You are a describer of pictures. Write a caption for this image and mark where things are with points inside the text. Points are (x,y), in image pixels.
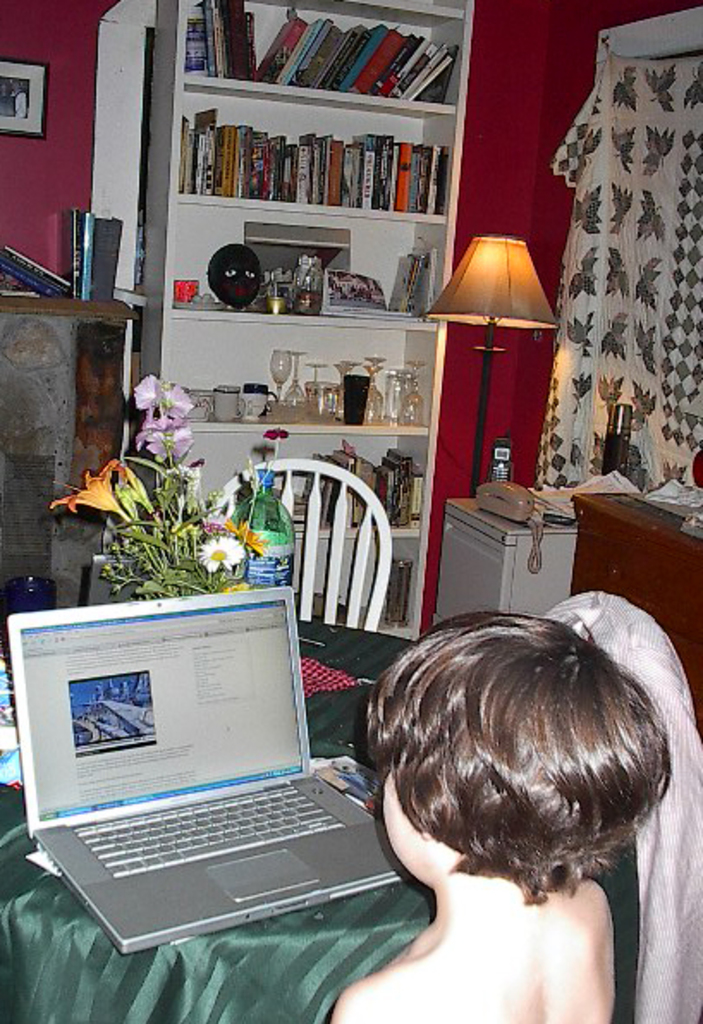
In the center of the image (354,660) there is a table (25,958). On which there are many objects (104,885). In the bottom of the image (413,950) there is a boy (507,899). In the background of the image (394,468) there is a bookshelf (434,362). There is a wall (547,44).
